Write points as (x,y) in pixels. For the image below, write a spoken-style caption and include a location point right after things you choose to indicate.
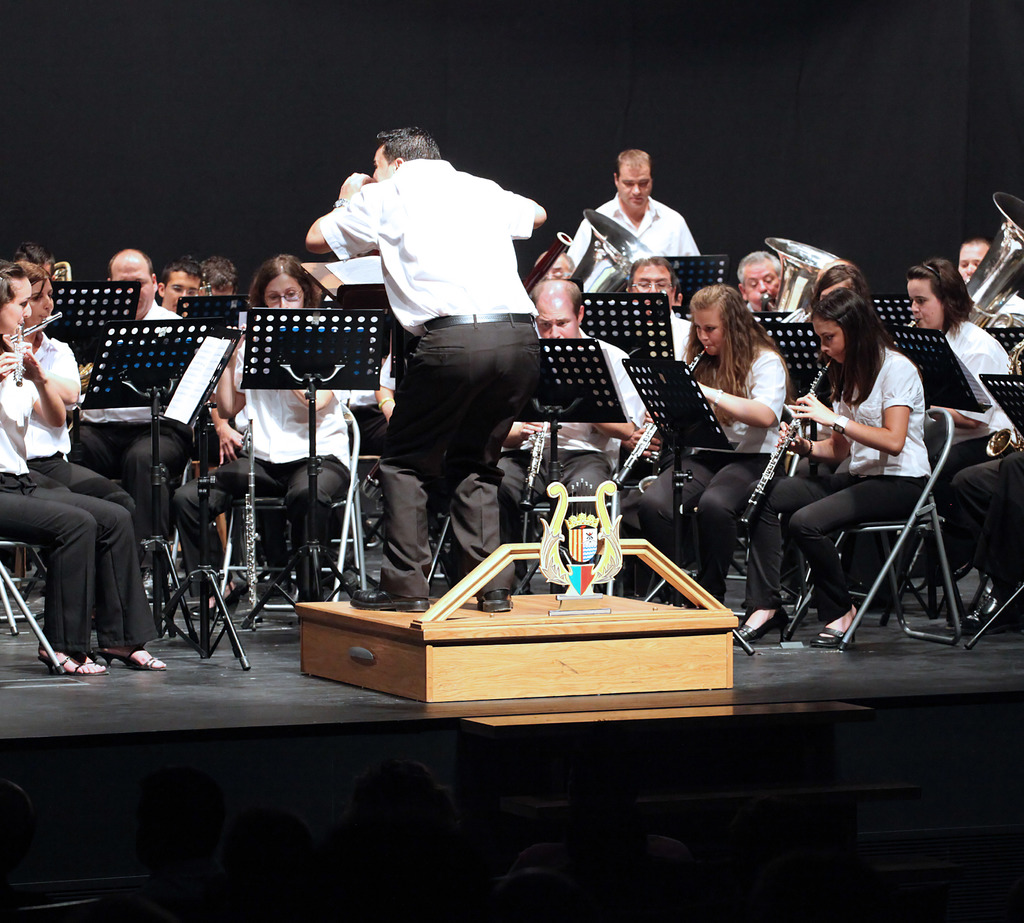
There is a person (437,457) standing on a wooden box (452,657) wearing a white shirt (435,264) and trousers (466,368). People (282,449) are seated on the chairs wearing same dress (3,465) and playing musical instruments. There are papers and its stands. The background (911,55) is black in color.
